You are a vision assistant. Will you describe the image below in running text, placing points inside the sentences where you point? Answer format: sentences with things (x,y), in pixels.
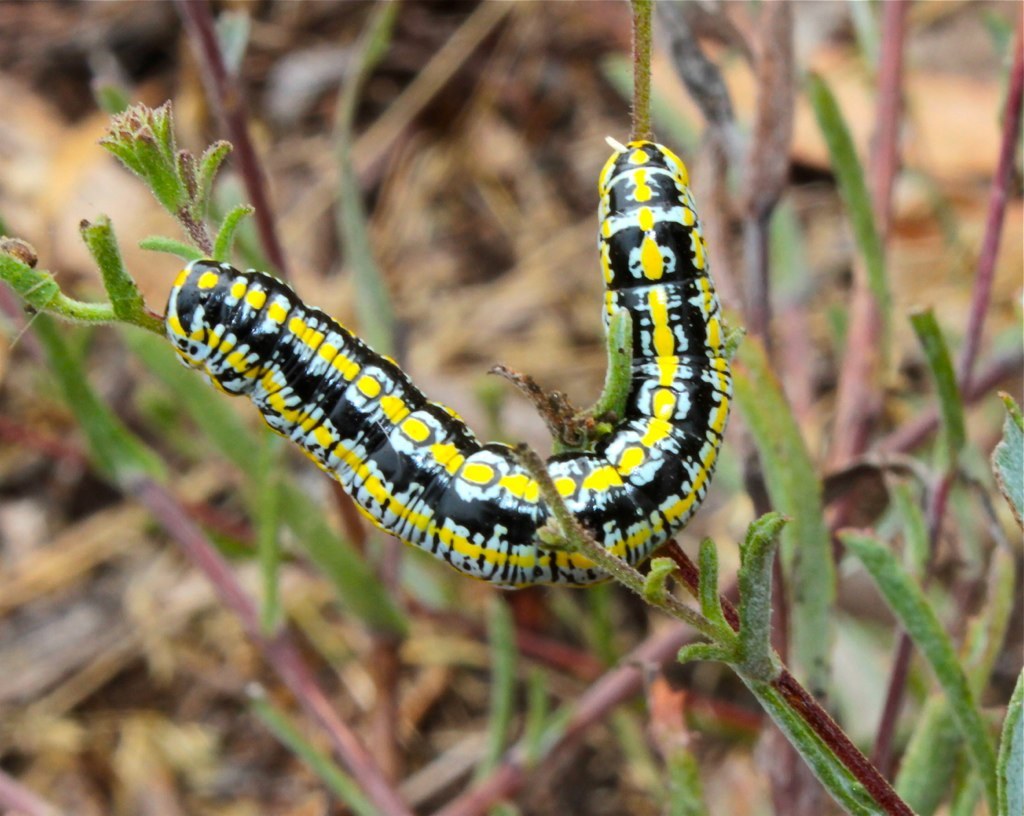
In this image I can see a caterpillar (636,386) which is in yellow, white and black color. It is on the plant (775,652). Background (341,5) is in brown and green color.
